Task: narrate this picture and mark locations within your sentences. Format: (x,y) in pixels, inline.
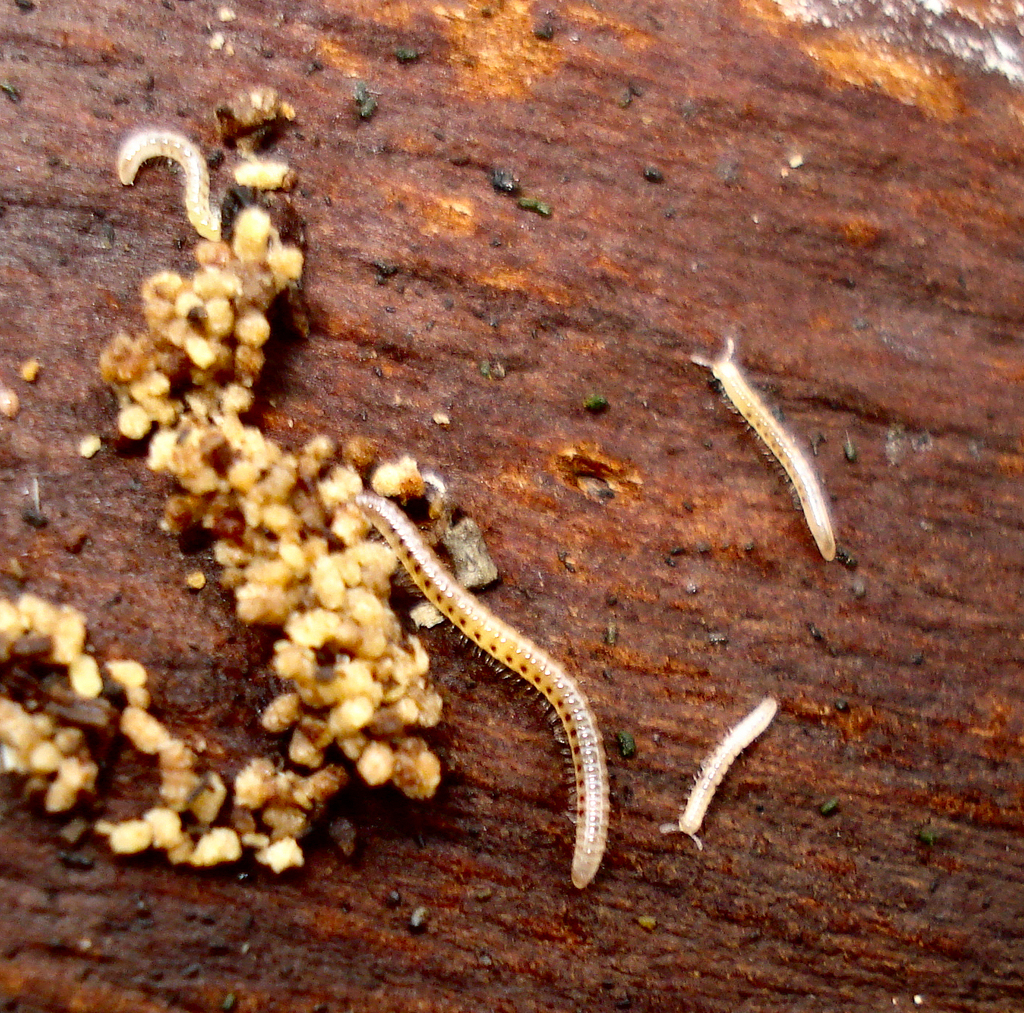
In the image we can see there are millipedes (593,799) which are lying on the wood (554,775).
